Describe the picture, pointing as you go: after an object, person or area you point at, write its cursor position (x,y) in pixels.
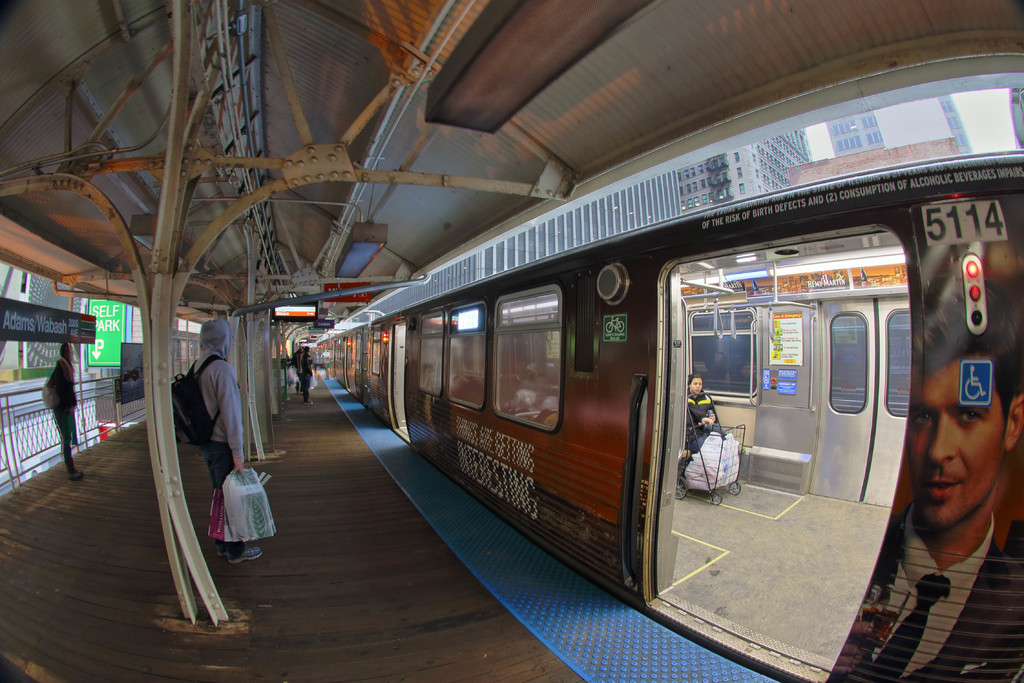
In this image I can see the platform (396,565), few persons (213,375) standing, few metal rods (166,362), the ceiling (336,64), the railing (94,376), few boards (44,325) and a train (522,399). In the train (655,463) I can see few lights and a person (705,432) sitting.
